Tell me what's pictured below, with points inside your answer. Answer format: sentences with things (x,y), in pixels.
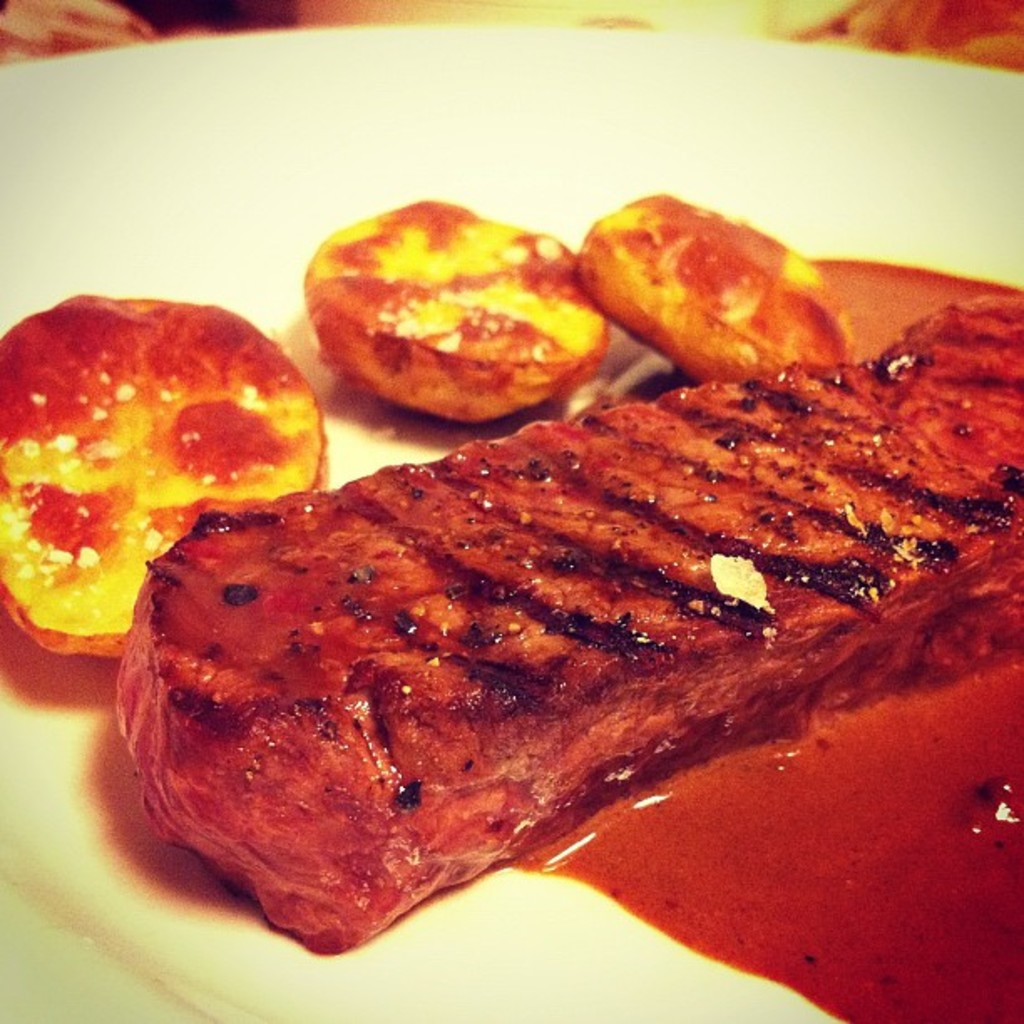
In this picture we can see food (577,369) in the plate (769,212).
